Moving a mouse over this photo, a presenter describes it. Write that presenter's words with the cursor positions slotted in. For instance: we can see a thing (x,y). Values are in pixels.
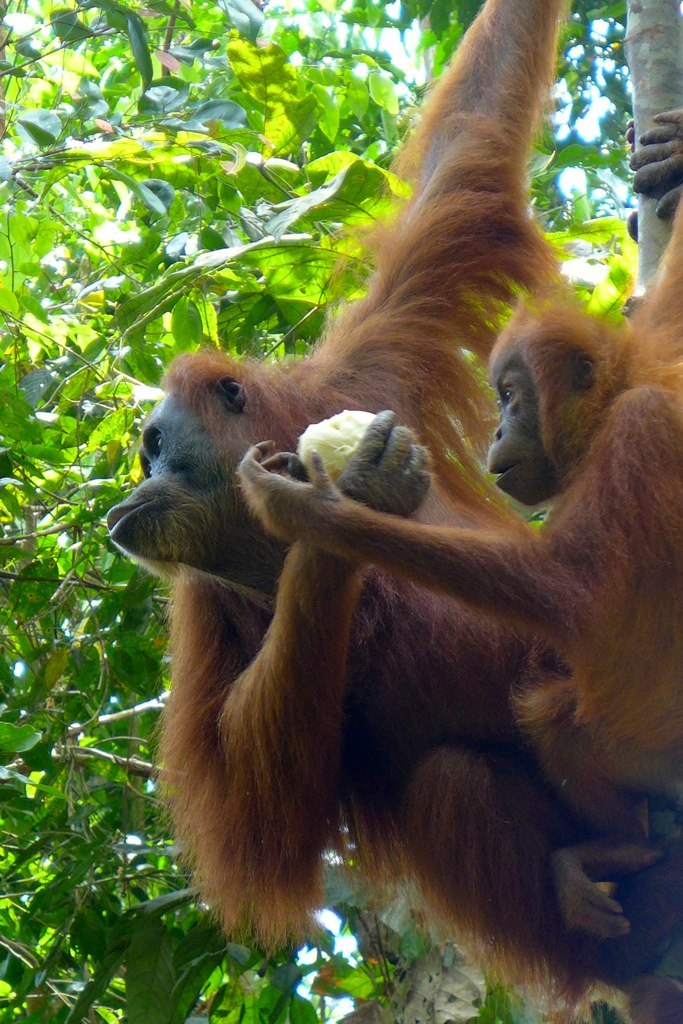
In this image I can see two brown colour monkeys (415,521) and here I can see one of them is holding an object (316,444). I can also see green colour leaves (264,60) in background (176,260).
